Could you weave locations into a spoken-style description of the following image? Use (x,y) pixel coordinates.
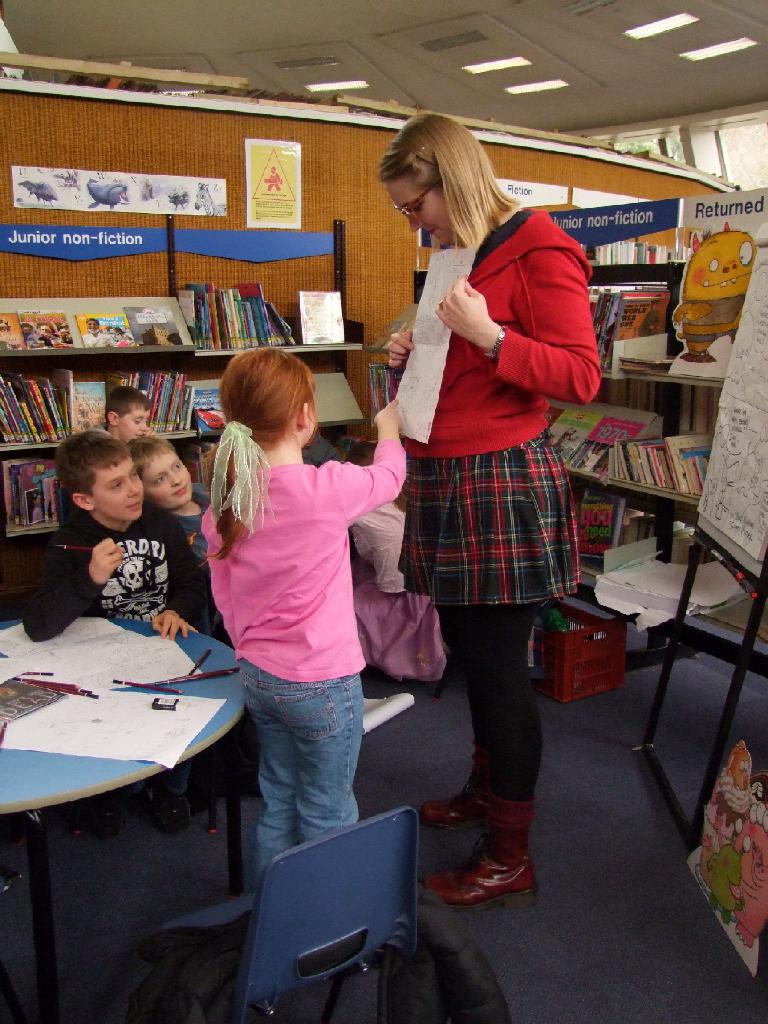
In this image we can see this child (324,688) and lady (467,600) standing. We can see children (109,493) sitting near table (119,659). In the background (25,365) we can see books (175,428) on shelf (47,448), wall (321,195) and board (730,523).
